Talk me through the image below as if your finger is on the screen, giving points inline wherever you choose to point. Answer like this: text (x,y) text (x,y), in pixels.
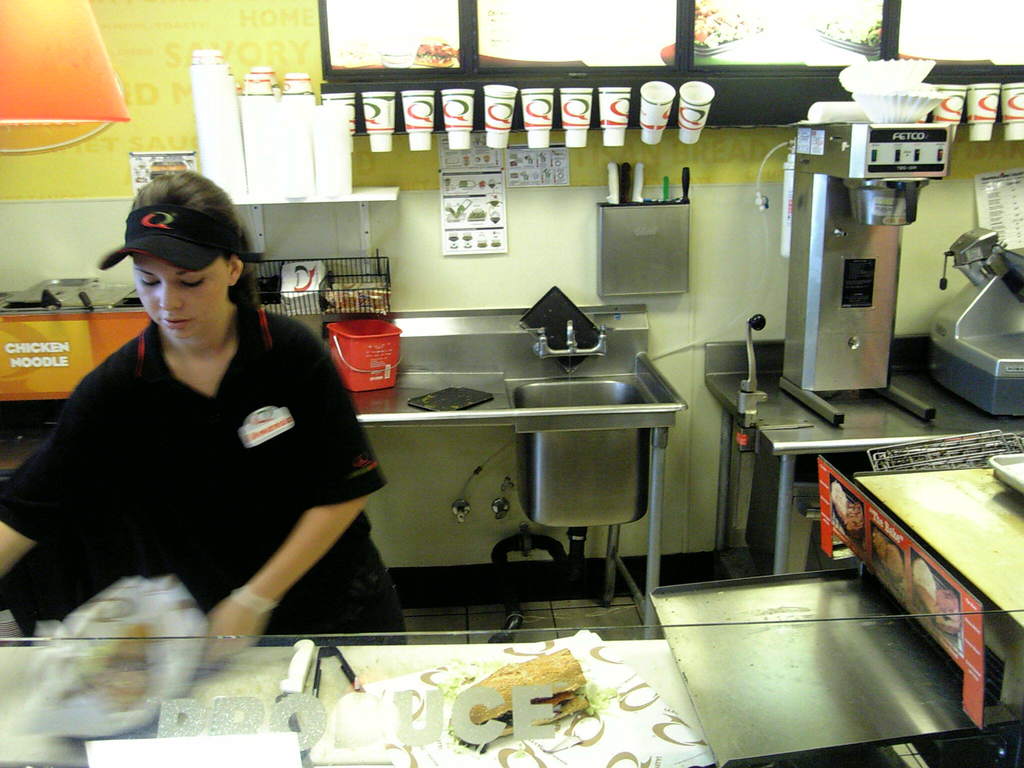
In this picture we can see there is a woman (161,524) in the black t shirt (164,491) is standing. In front of the woman (200,580) there is some food item (549,682) on the platform (512,742). Behind the woman (330,536) there is a sink (537,371), machines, cupboards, wall (762,236) and other things (329,124).
